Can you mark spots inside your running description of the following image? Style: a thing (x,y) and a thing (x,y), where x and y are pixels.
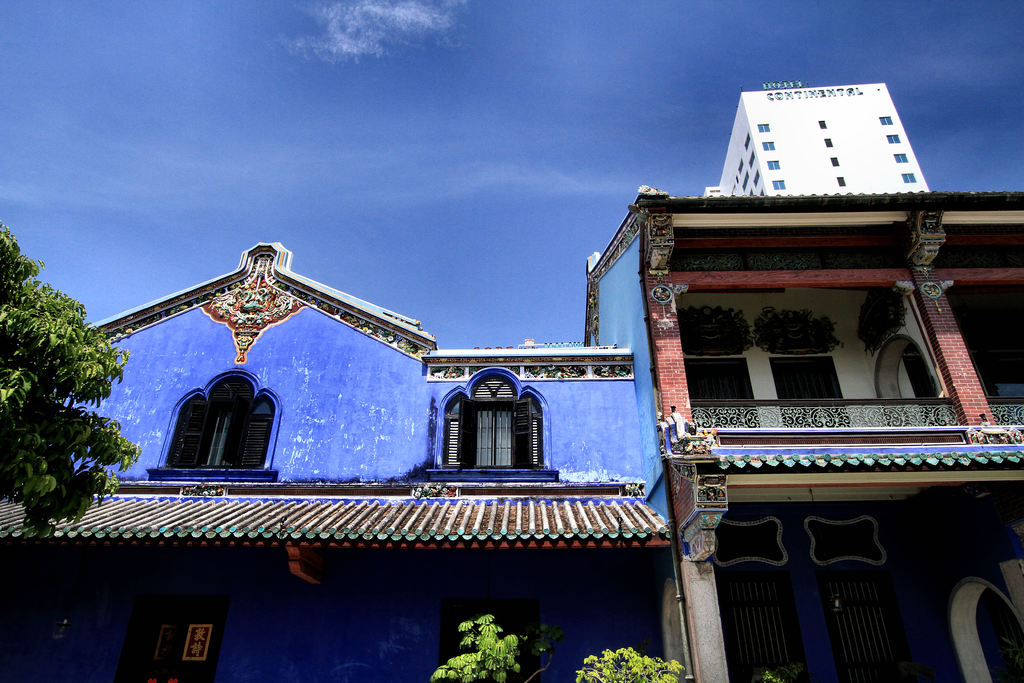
In this image we can see the buildings (645,360), tree (73,335), plants (469,659) and also the sky (621,118).
